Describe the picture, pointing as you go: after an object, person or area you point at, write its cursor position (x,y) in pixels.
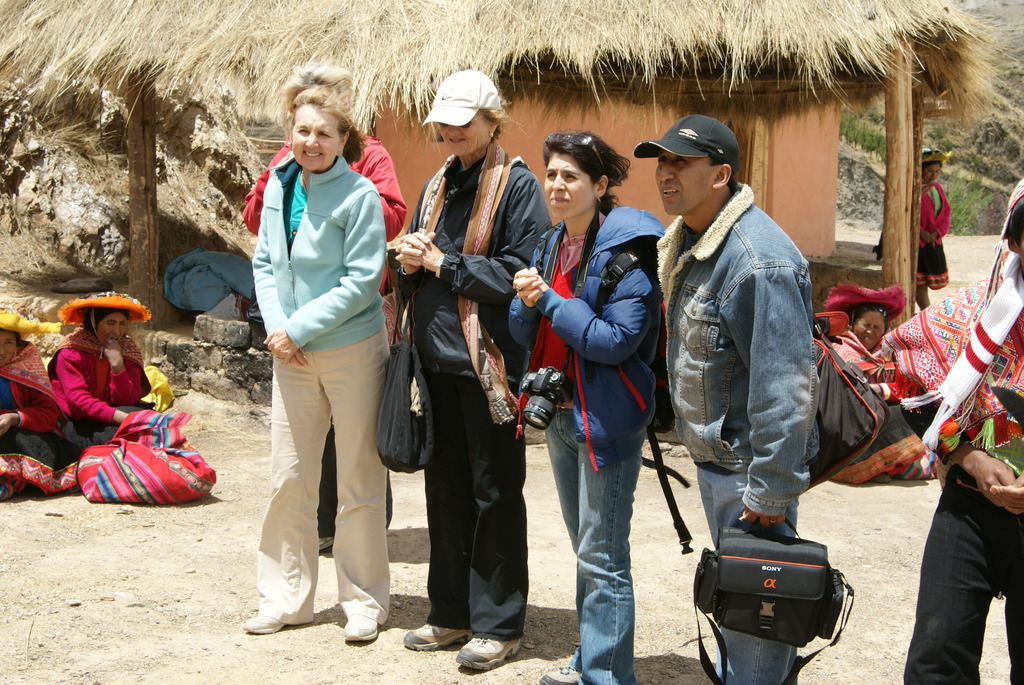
In this picture there are group of people (611,236) facing towards the left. All of them are wearing jackets (439,317) which are in different colors. There is a man (749,374) towards the right (697,411), he is wearing a jacket (715,445) and carrying a bag (776,551). Beside him, there is a woman (624,403) carrying a camera (554,369) and a bag (663,350). Towards the right corner (951,388), there is a person (997,425) in colorful clothes (958,337). Towards the left (80,403), there are two women (54,385) sitting on the ground (111,535). In the background (402,116) there is a hut (749,181), people (932,205), hills (964,128) etc.
